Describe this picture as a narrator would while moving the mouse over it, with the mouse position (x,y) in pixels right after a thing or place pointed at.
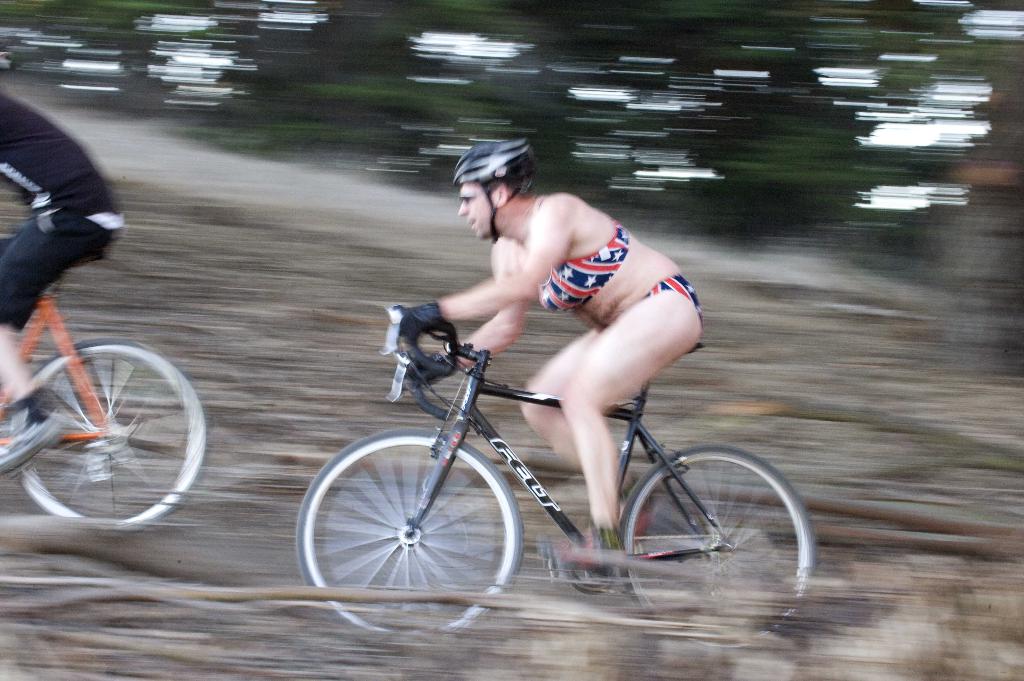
This looks like a cycle race, where there are two cycles (492,442) visible, one cycle (662,535) is in the middle (444,412) and the other cycle (88,433) is on the left side (112,417). There are two people (114,232) sitting on two cycles (424,400), one is wearing black color shirt (64,143) and the other one has hat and gloves (441,375). Both of them are wearing shoes (610,532).
